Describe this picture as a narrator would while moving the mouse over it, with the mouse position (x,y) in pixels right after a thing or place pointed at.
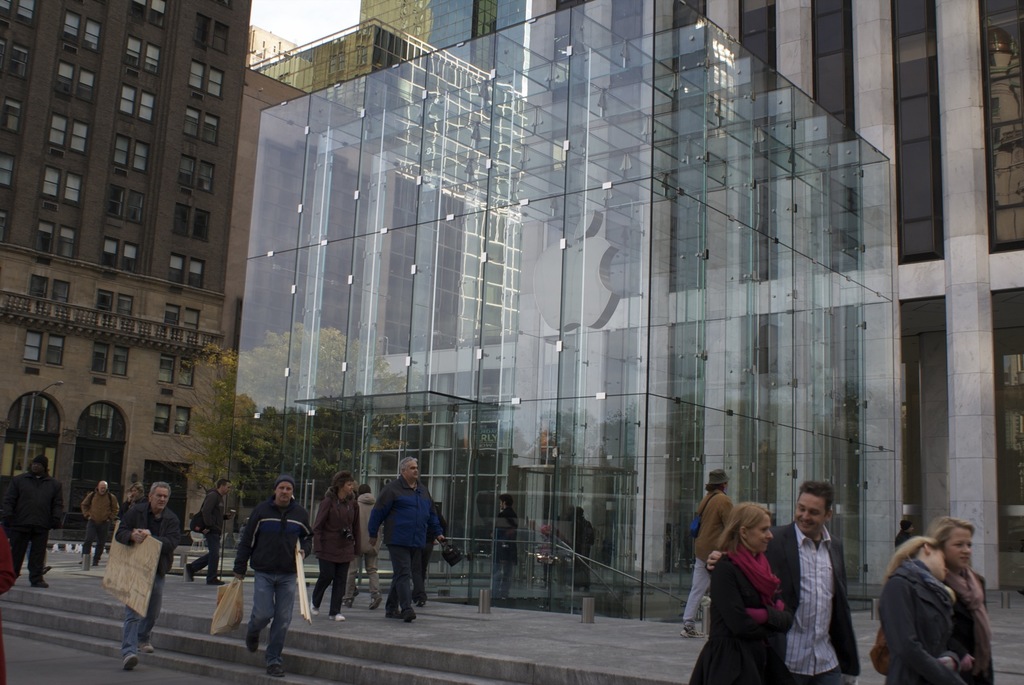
This image consists of buildings (395,247) along with windows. At the bottom (326,575), there are many people (321,546) walking. The building (470,592) is made up of glasses (460,431).
